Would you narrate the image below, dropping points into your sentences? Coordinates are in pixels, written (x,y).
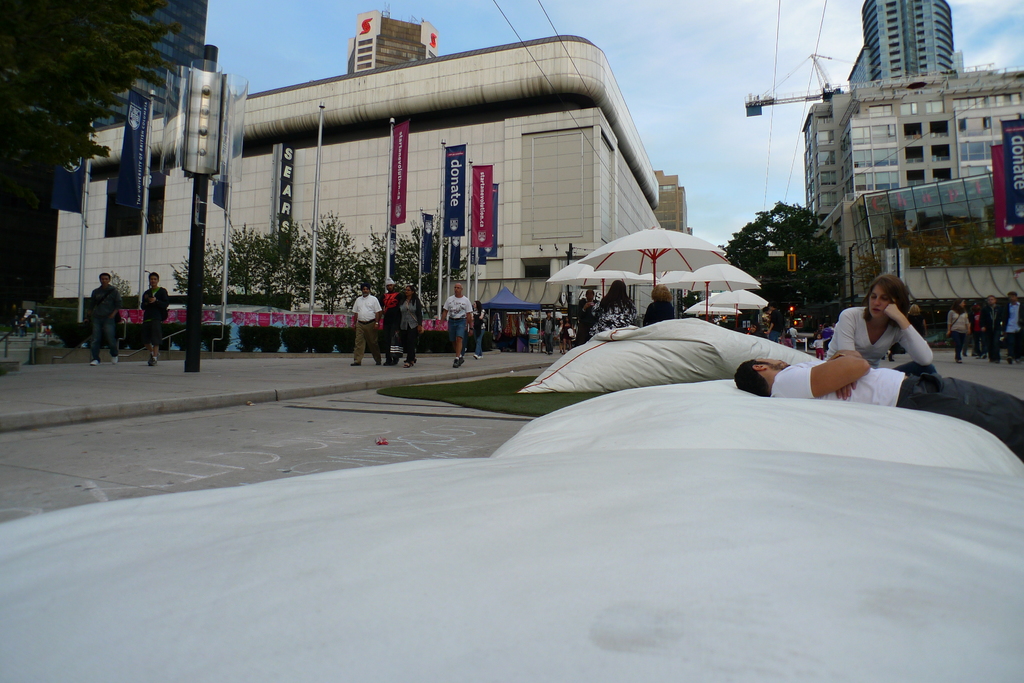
In this image we can see so many big buildings (578,112), trees (63,63), so many wires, some tents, some poles (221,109) with banners (492,214), some name boards (282,150), different objects (613,262) are on the surface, so many people (865,321) and some people (987,318) are holding some objects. Some people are standing, walking, sitting and one man (885,397) lying one object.
